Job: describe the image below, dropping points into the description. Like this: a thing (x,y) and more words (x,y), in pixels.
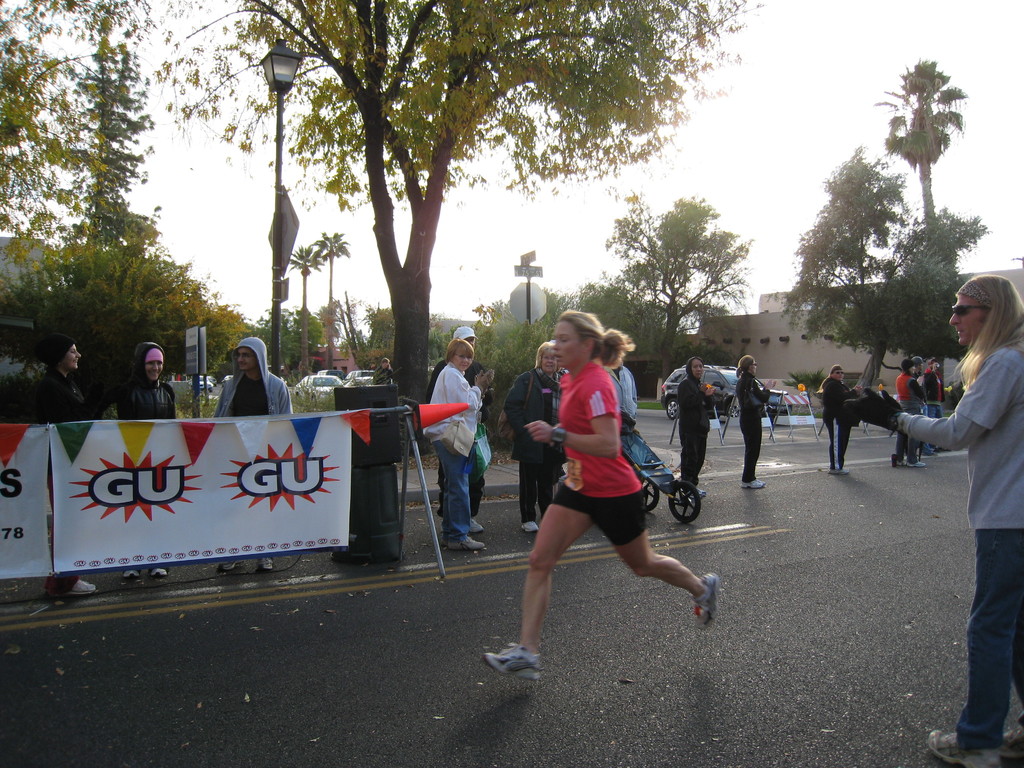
In this image I can see a road (488,564) in the front (605,571) and on it I can see number of people (461,544). On the left side of the image (204,541) I can see two white colour boards (121,496), few paper flags (74,452) and on these boards (54,488) I can see something is written. In the background (668,371) I can see number of trees (120,356), few poles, few boards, a street light (276,59), few buildings (792,340), number of vehicles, three barricades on the road (644,428) and the sky (525,252).
